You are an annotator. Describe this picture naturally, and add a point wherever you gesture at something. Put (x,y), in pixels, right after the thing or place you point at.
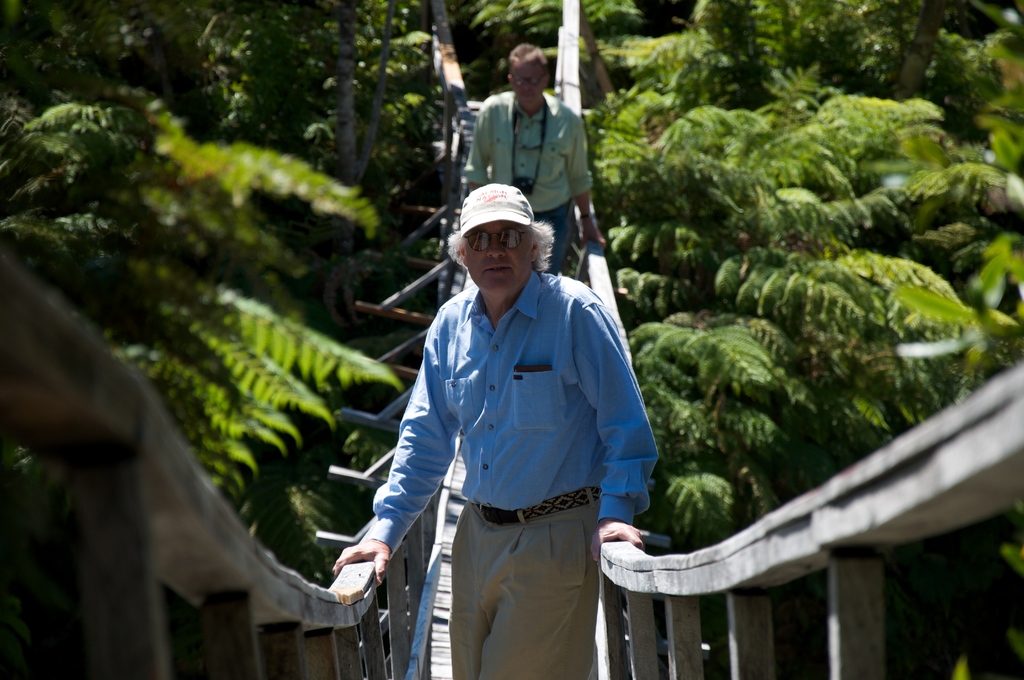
In this picture I can see two persons (490,365) standing on the wooden bridge (442,576) and there are trees (934,302).
